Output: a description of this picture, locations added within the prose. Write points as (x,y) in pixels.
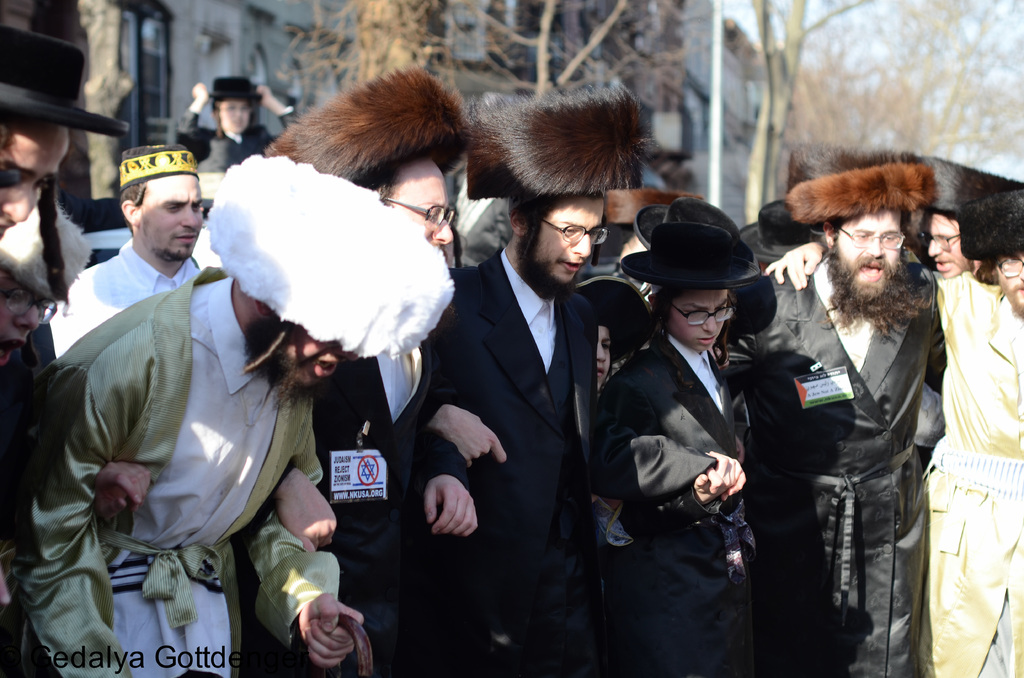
In this picture I can see a building (290,54) and few trees (939,102) and few people (628,447) standing and holding their hands (144,482) and all of them wore caps (973,234) on their heads (40,156) and some wore spectacles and I can see text (103,657) on the bottom left corner of the picture (131,643).
